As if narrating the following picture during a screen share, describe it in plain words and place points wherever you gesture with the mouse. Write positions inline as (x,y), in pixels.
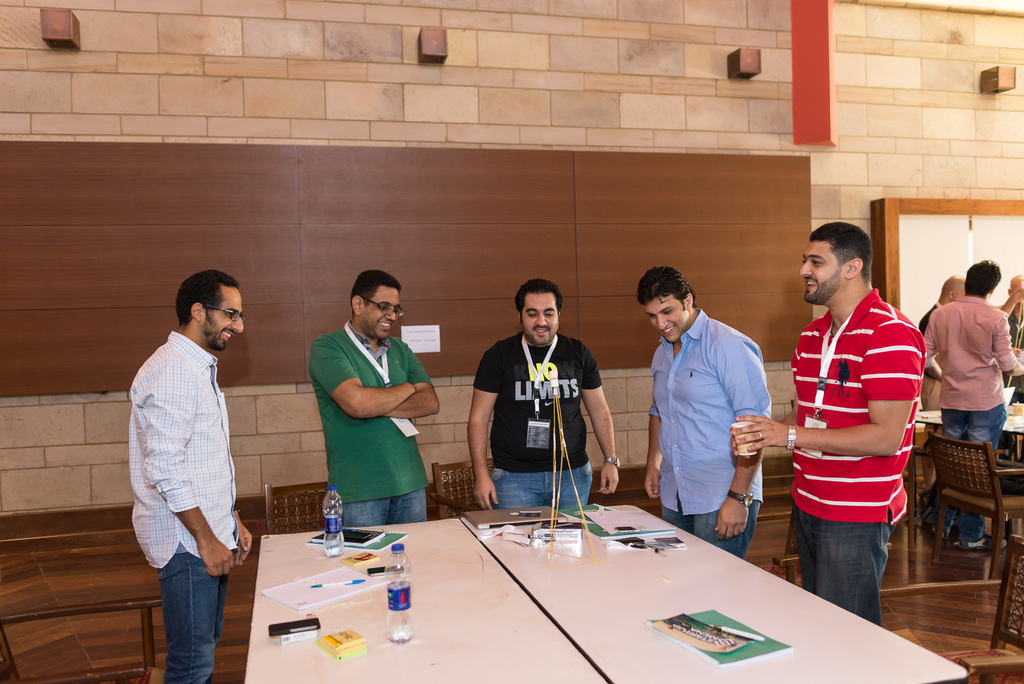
In this image I can see few people (519,392) standing in front of the table (533,559). There are some books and bottles (405,625) on the table (535,574). In the background (434,145) there is a wall (610,162).
